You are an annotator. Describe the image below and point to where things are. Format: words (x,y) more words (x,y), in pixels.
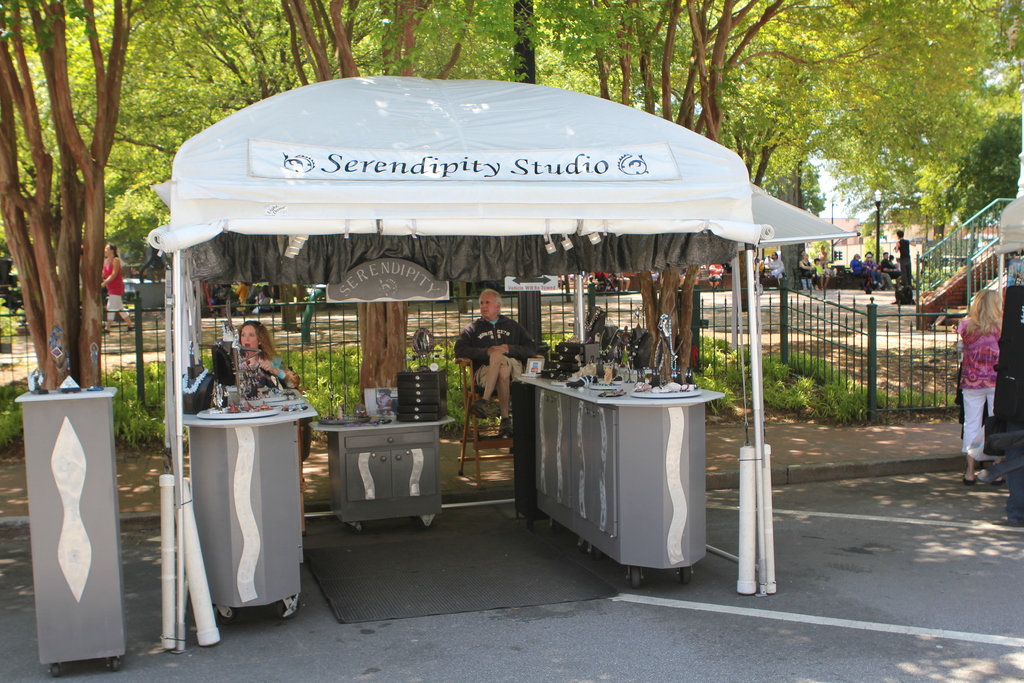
In this image we can able see a tent (444,181), there are four tables (358,461), on top of those tables (581,393) we can see some objects (54,357), and there is a person (488,377) sitting on the chair (457,358), we can see few trees (742,285). There is a fencing (454,297), behind that we can see some people (902,276), and there is a staircase (973,268).
